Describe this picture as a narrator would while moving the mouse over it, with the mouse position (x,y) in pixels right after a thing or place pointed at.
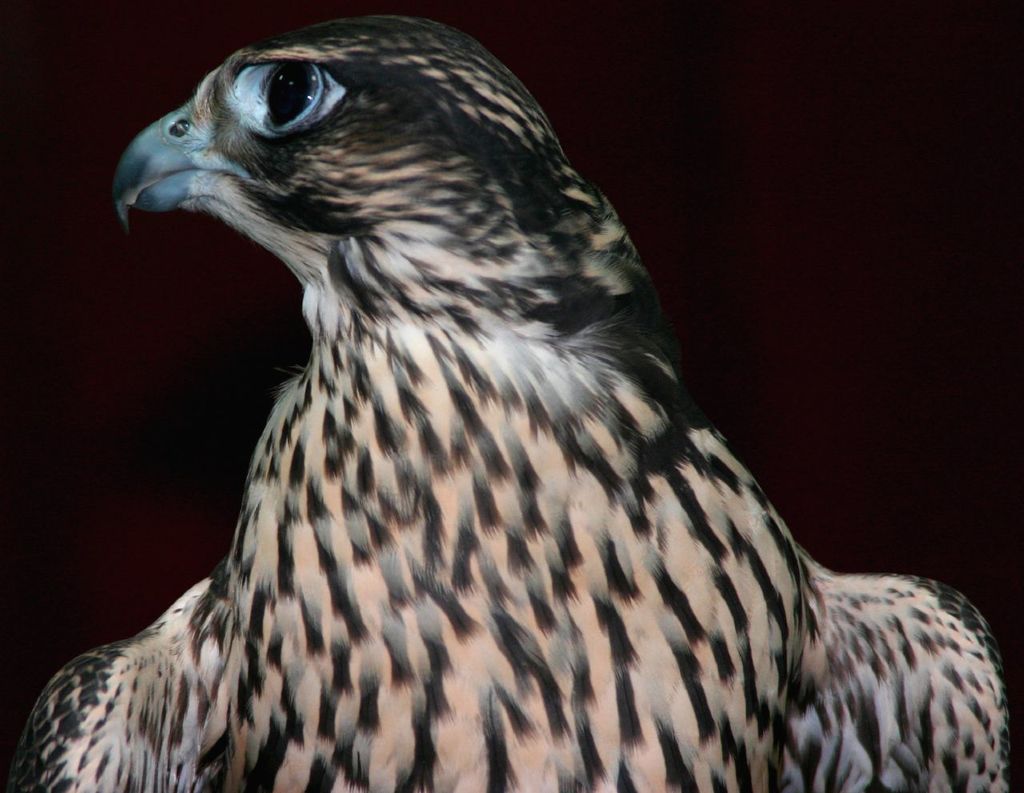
In this image the background (882,430) is dark. In the middle of the image (431,394) there is a falcon (383,148).
